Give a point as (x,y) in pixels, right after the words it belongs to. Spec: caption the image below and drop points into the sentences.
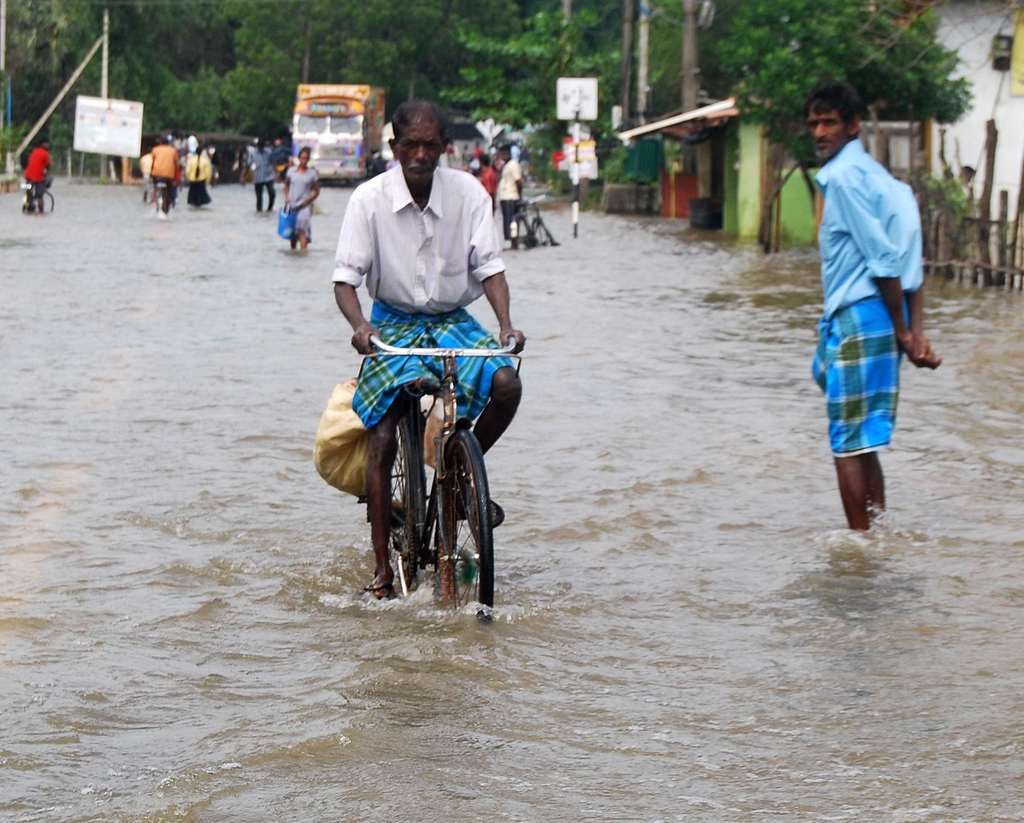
The person (406,266) wearing a white shirt (409,256) is riding a bicycle (451,397) on a water filled road (574,348) and the wearing blue shirt (891,219) is standing beside him and there are group of people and Heavy vehicles (325,99) and green trees (399,49) in the background (404,26), There is also a light green colored house (781,197) on the right side (742,189).
